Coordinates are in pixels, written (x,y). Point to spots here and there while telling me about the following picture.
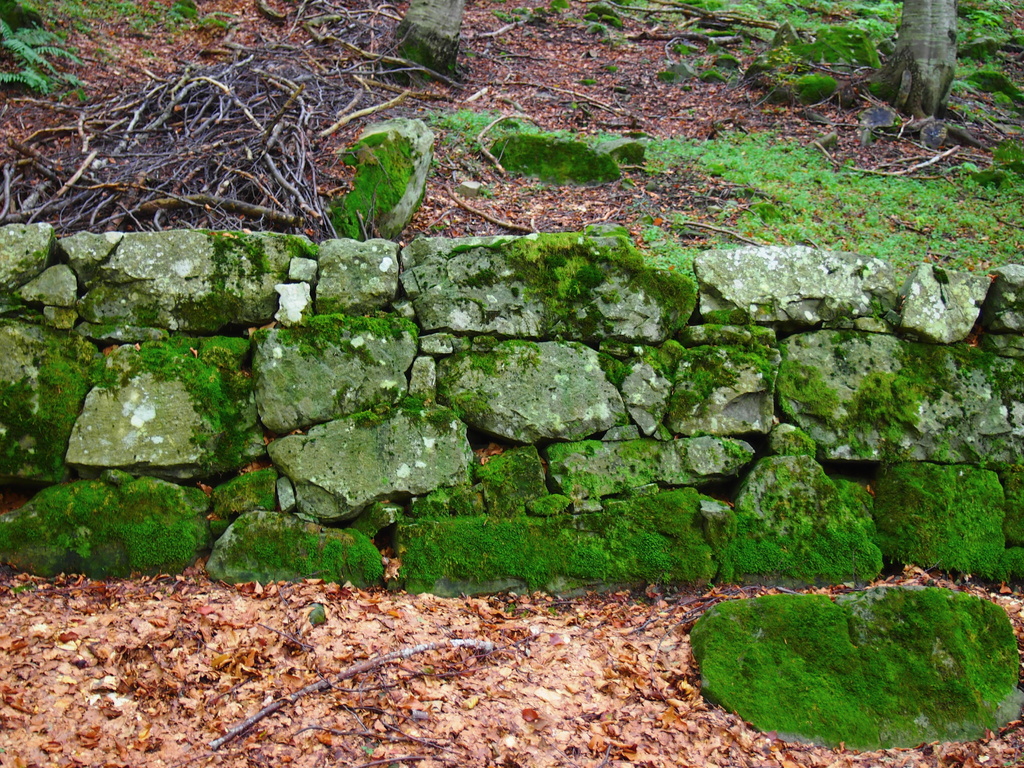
In this picture at the bottom (913,627) we can see a green stone (722,663), sticks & dry leaves (426,636). In the center (586,278) we have green algae (967,481) on the stone wall (47,250). At the top (711,233) we have sticks (214,72), leaves (784,114), trees (906,53), & rocks (516,157).
